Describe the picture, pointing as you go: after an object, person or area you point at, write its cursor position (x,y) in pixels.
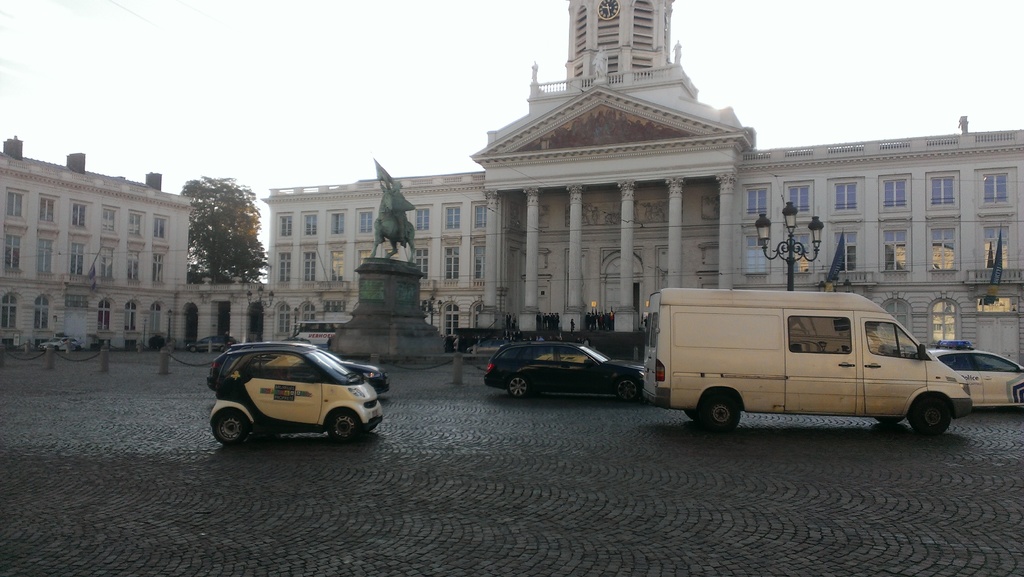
I can see the vehicles (534,381) on the road (541,441). This looks like a sculpture (392,232) on the pillar (381,304). These are the buildings (314,222) with the windows (334,225) and pillars (572,197). At the top of the image (608,7), I can see a wall clock (604,6) attached to the building (622,12). Here is a tree (247,258). This is a light pole (812,243).
